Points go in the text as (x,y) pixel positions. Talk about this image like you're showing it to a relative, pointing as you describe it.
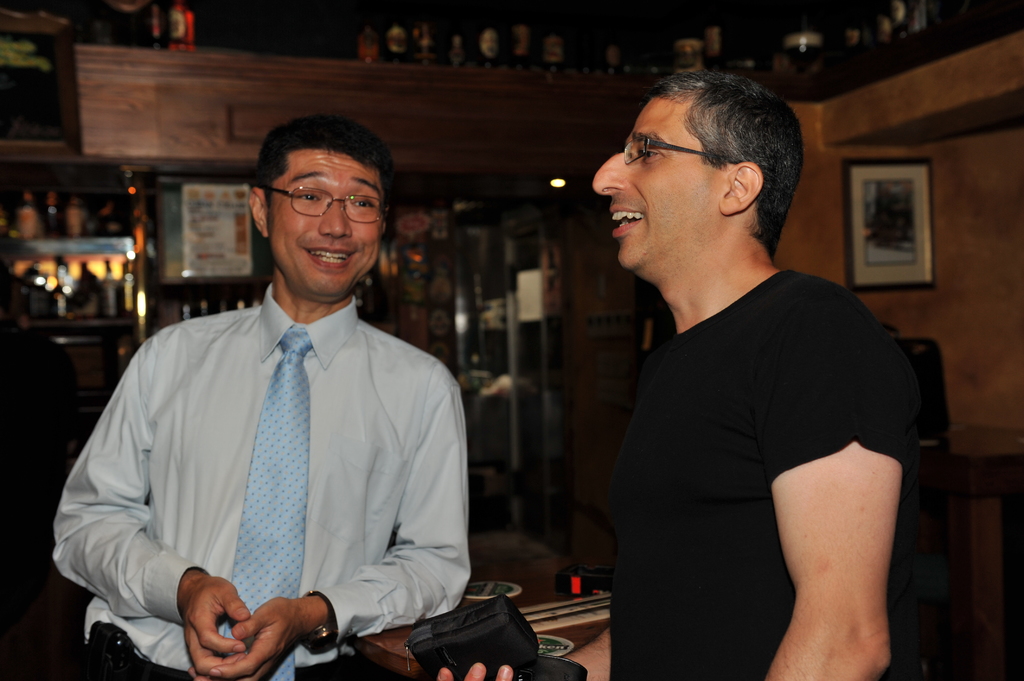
In this picture there is a man (339,192) who is wearing spectacles (318,190), shirt (207,465) and tie (288,527). On the right (693,654) there is a man (705,204) who is wearing t-shirt (766,293) and spectacle (685,151). Both of them are smiling. On the table (517,567) I can see the stickers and other objects (592,595). In the back (515,104) I can see many wine bottles (87,274) are kept on this racks (77,241). On the right (856,211) there is a photo frame (897,281) on the wall (944,307).
